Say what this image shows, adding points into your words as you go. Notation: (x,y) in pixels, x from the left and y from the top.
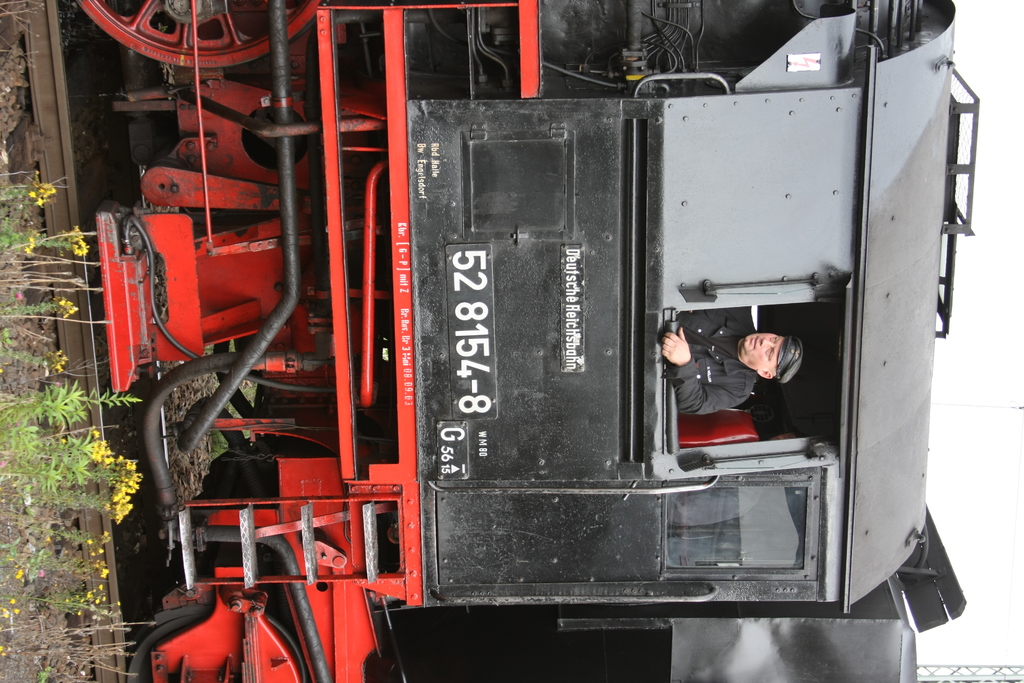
In the middle of the picture (578,236) we can see train (231,402) on railway track (39,122). In the train (728,499) we can see a person (727,343). On the left (44,321) there are plants (41,442), flowers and stones (8,159). On the right (974,276) it is sky (985,663). At the top (668,37) we can see cables like objects (651,39).
